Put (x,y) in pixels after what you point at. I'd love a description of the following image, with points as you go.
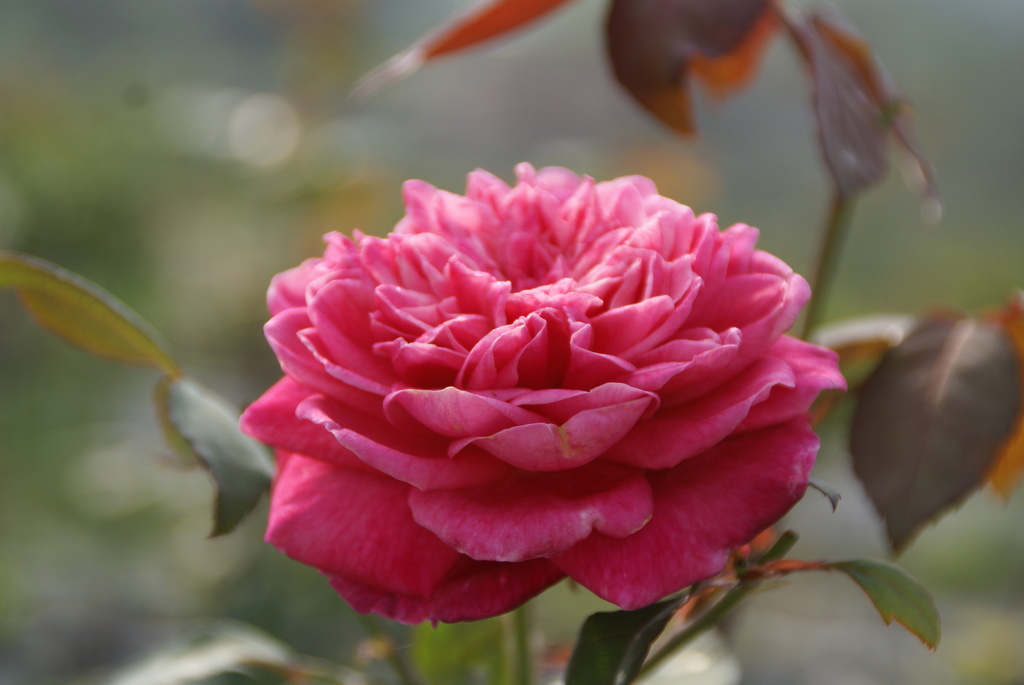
In the image there is a pink flower plant (589,389) in the front (354,412) and the background (105,573) is blurry.
